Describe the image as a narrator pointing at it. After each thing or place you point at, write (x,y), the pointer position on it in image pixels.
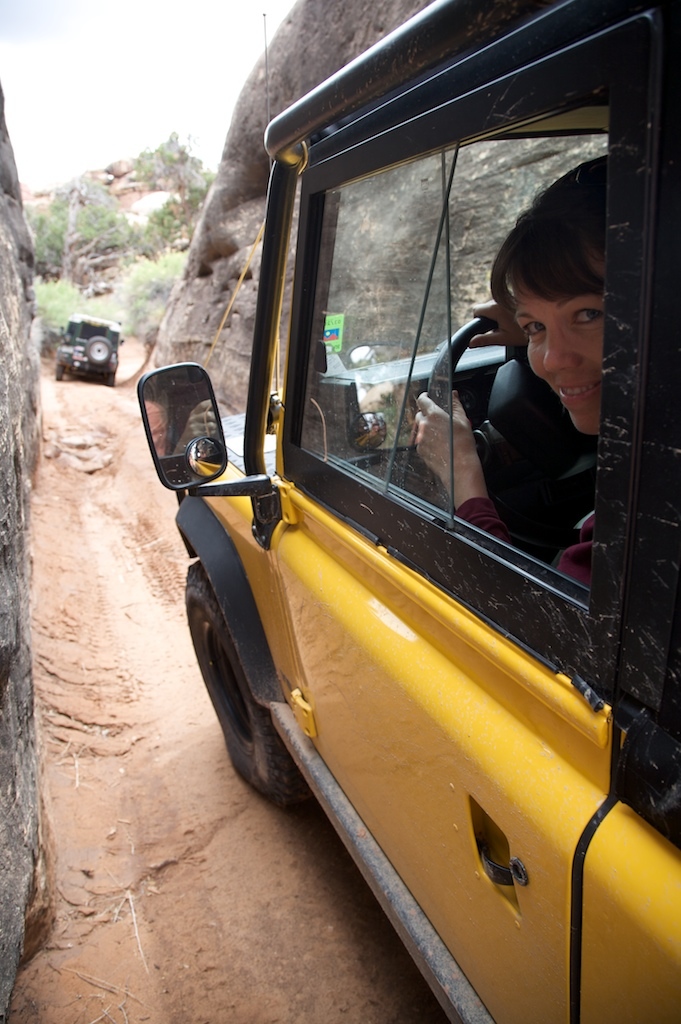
In this picture, There is a car (508,793) which is in yellow color in that car (529,620) there is a woman (567,555) sitting and holding the steering wheel (442,366), In the background (35,457) there is a road (80,517), There are mountain (308,65) in black color, There are some green color trees (121,215) and there is sky (86,101) in white color.
